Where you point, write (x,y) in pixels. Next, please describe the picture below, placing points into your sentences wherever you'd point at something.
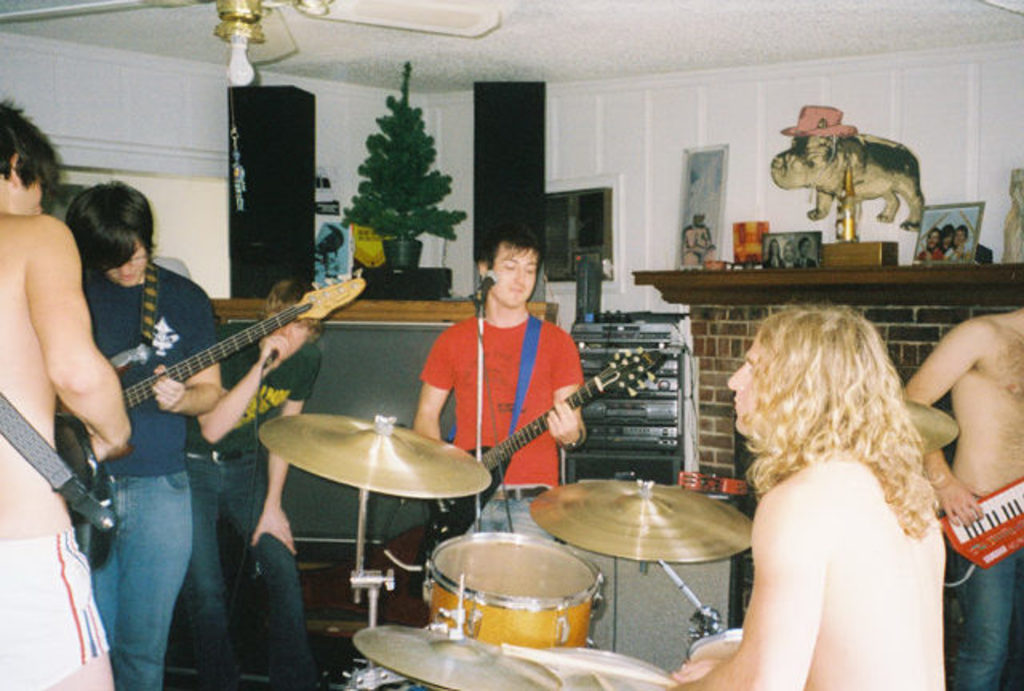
This picture is clicked inside a room (960,0) which includes a group of Musicians (820,475). On the right corner (980,475) there is a Man (1008,397) standing and playing Musical keyboard (1004,522), behind him it seems to be a fireplace (904,296) and there is a photo frame (938,227), a show piece (869,242) which is placed on the top of that fireplace (768,276), beside that there is an Electronic machine (646,320). On the right (819,441) there is a Man (838,635) seems to be sitting. In the center (529,275) there is a Man (543,358) wearing red color t-shirt (543,384), standing and playing Guitar (529,440). There is a microphone (493,283) attached to the stand (481,375) placed in front of that man (500,344). There are some Musical instruments (531,589) placed on the ground (423,690). On the left (255,381) there is a Man (290,363) standing, holding a microphone (269,355) in his hand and seems to be singing, behind him there is a table (405,318) on the top of which two speakers (247,168) are placed and there is a house plant (381,229). On the top left (254,4) we can see a ceiling fan (252,21). On the left corner (80,243) there are two persons (112,387) standing and playing guitar (229,347). In the background (628,162) we can see a wall (659,102) and on which there is an animal art (870,153).
